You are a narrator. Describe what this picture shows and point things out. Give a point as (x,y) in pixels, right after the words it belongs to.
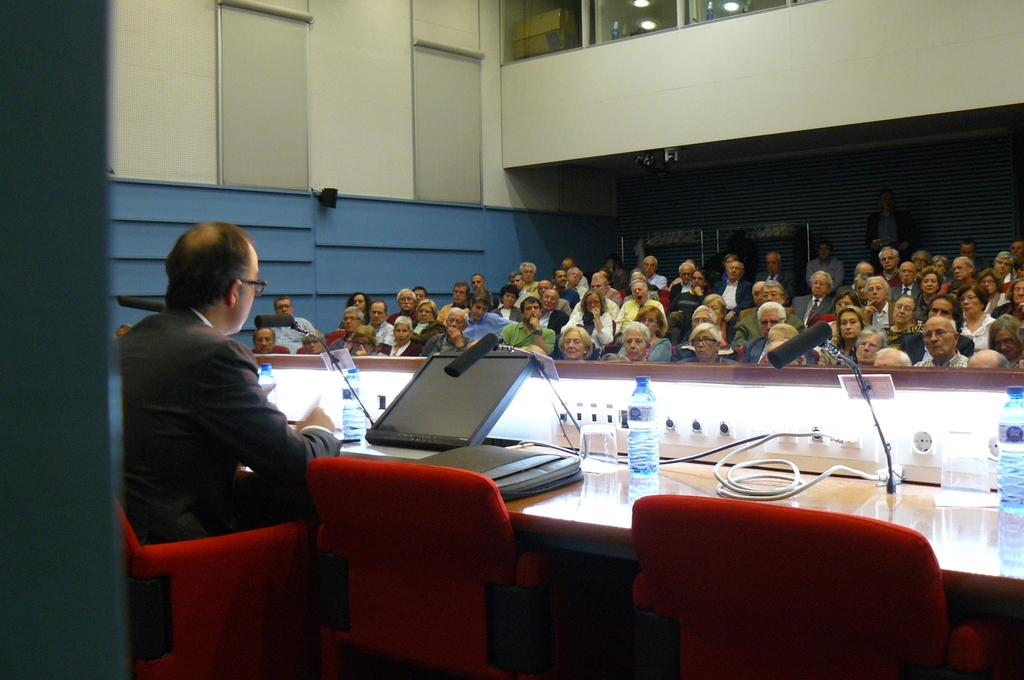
This is a auditorium (471,243). Here we can see a man (286,446) sitting on chair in front of a table (354,444) and he is holding a paper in his hand (318,418) and on the table (701,413) we can see glasses (596,431), water bottles (639,446) and mikes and a screen (487,398). Near to him we can see all the persons (678,303) sitting on chairs (741,310). This is a wall (402,71) and windows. We can see one person (878,224) is standing at the back (907,232).
